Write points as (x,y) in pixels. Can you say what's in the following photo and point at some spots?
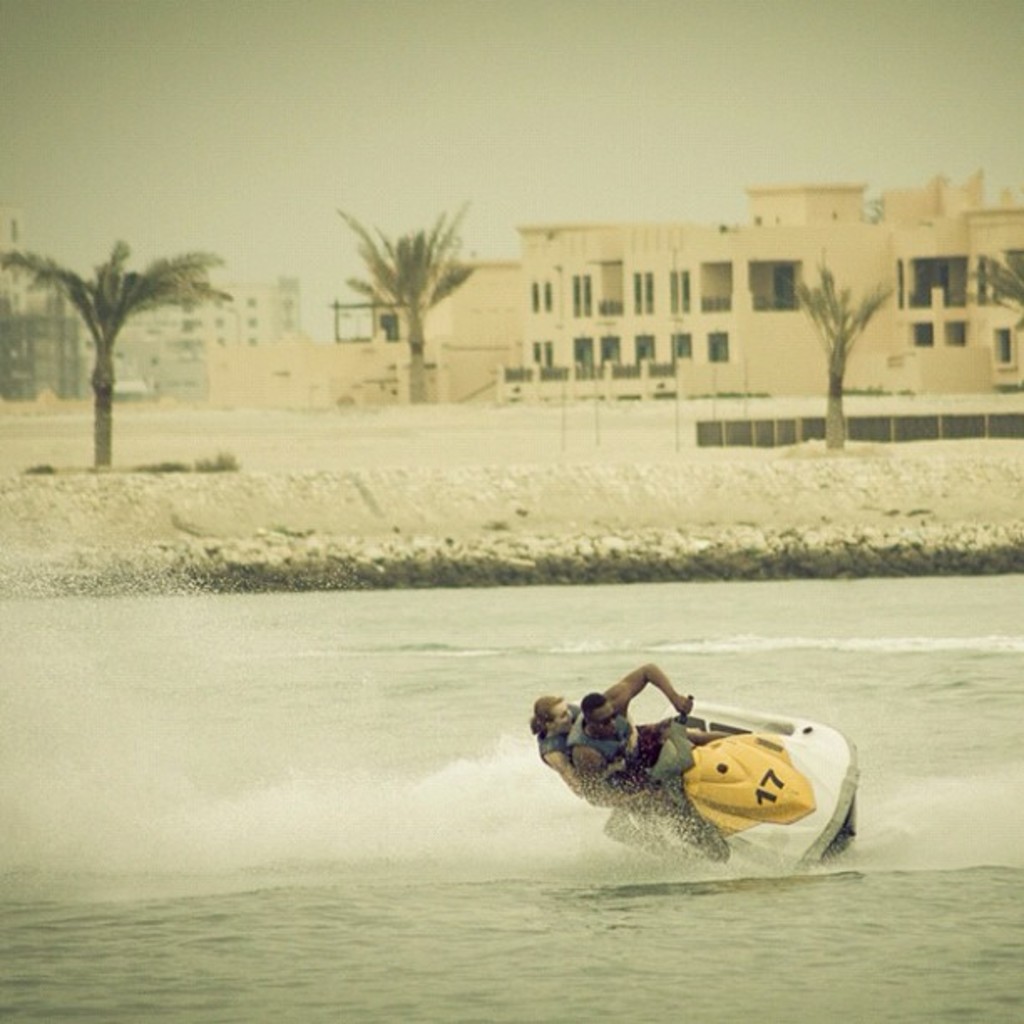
In this image there are two persons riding on boat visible in the water (82,727), in middle (524,375) there are buildings (662,300), trees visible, at the top (547,88) there is the sky (425,60).
